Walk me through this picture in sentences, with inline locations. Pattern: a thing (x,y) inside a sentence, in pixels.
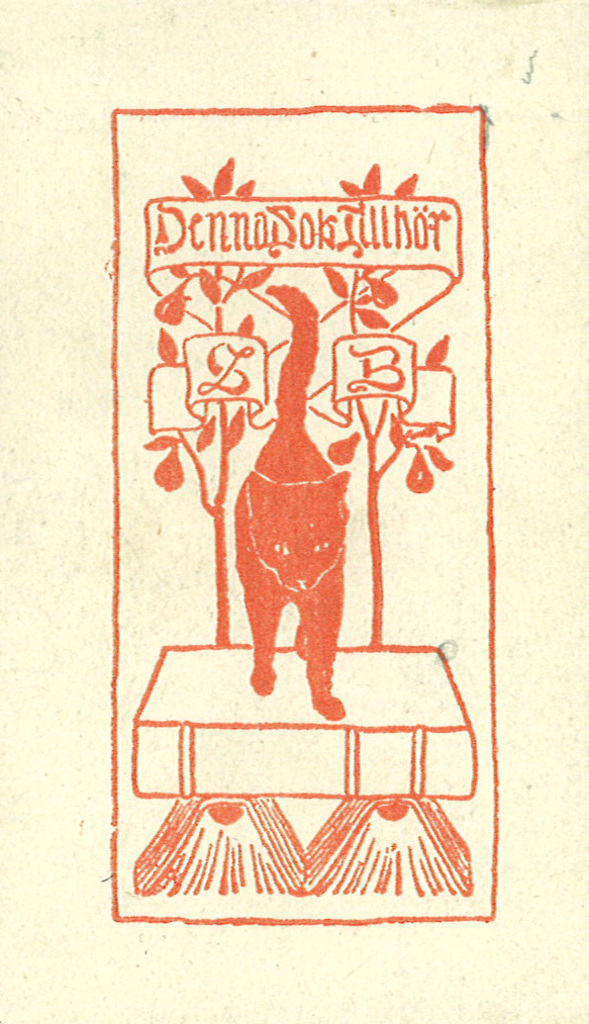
In this image we can see drawing (227,538) of an animal (258,589), plants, text (276,233) and objects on a platform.
